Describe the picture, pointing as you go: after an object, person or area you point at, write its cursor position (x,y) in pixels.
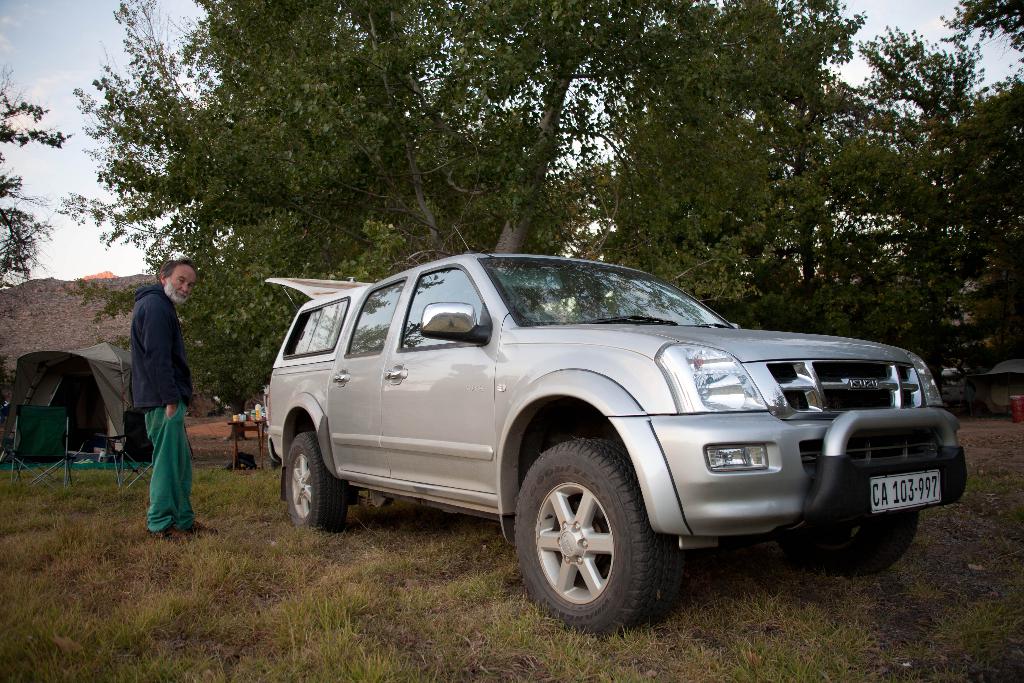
In this image we can see a car (519,422) on the ground (469,560) and a person (167,396) standing near the car (329,466), there is a tent (87,400), chair (58,431), table (258,426) with some objects (250,415) on the table (260,439), few trees (305,173), mountains (97,298) and the sky (81,149) in the background (81,149).
